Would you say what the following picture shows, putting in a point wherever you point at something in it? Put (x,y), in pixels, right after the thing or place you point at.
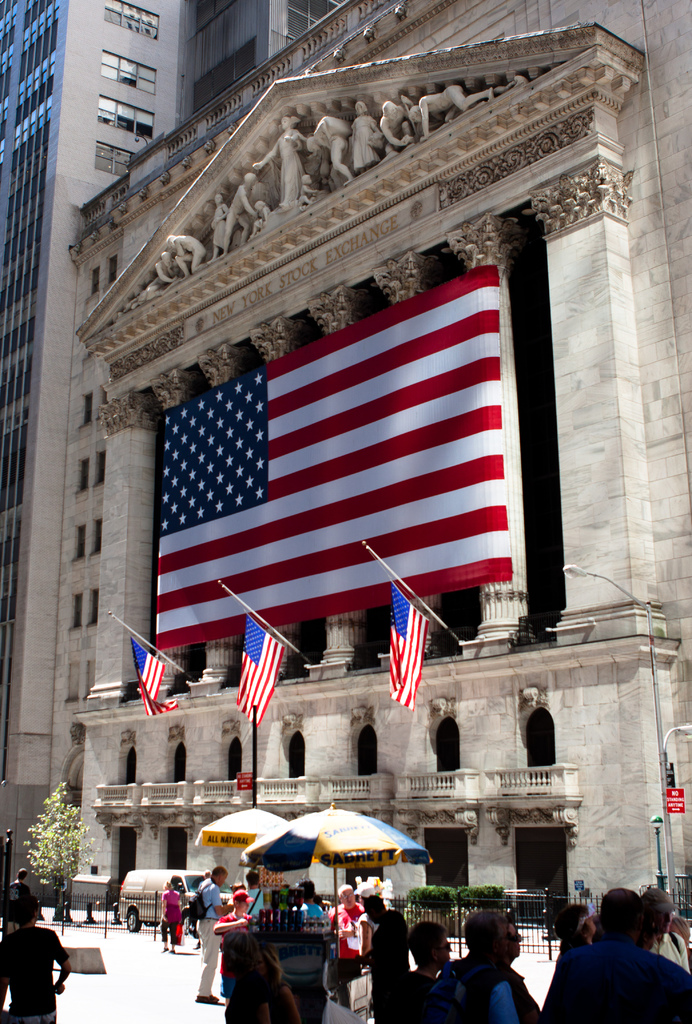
In this picture there are few people (489,957) and two stalls (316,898) and there is a building (336,628) in the background (335,566) which has few flags (305,555) on it.
